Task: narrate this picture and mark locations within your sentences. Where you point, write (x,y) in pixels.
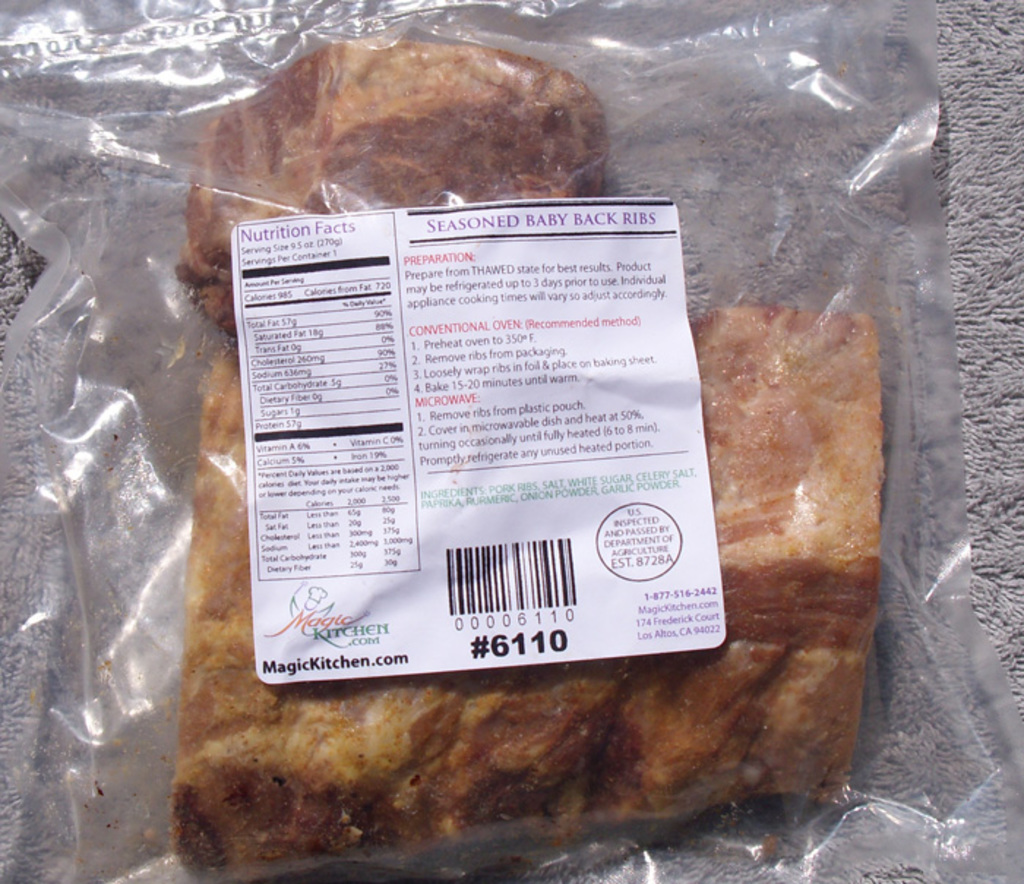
In this picture I can see a food item (353,124) packed in a plastic cover (699,292), there is a sticker (588,289) on the plastic cover (610,95).
